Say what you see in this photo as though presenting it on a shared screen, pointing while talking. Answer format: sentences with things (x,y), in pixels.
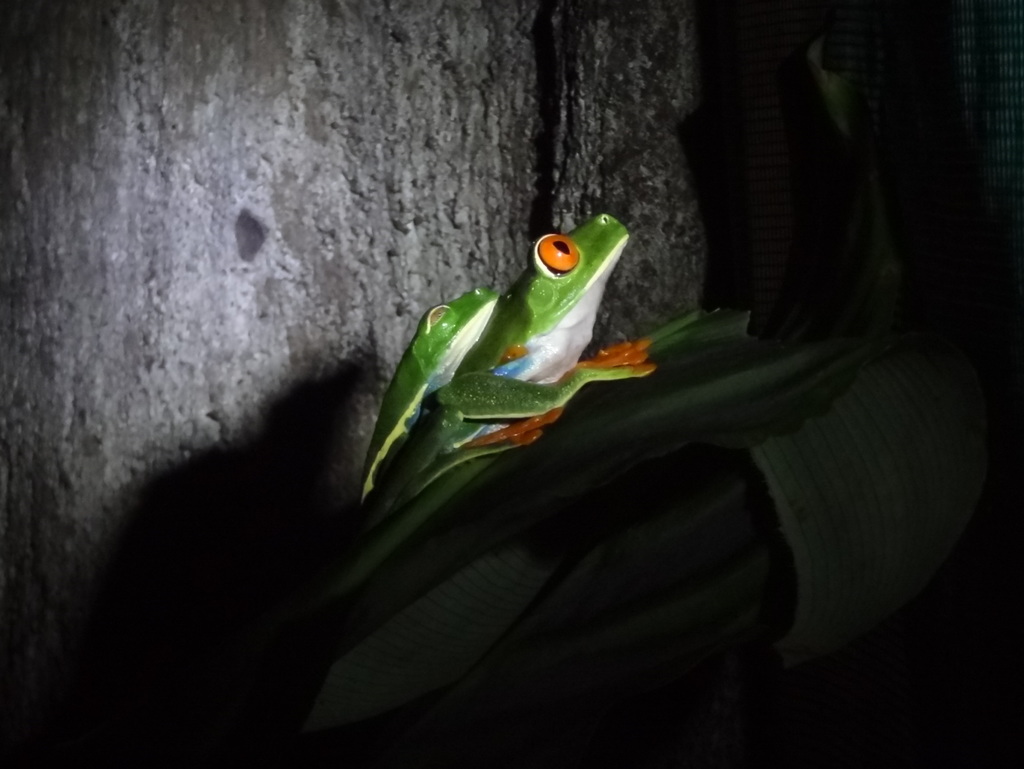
In this image we can see a green frog (530,291), with orange color eyes (578,248) on the leaves (667,492).
